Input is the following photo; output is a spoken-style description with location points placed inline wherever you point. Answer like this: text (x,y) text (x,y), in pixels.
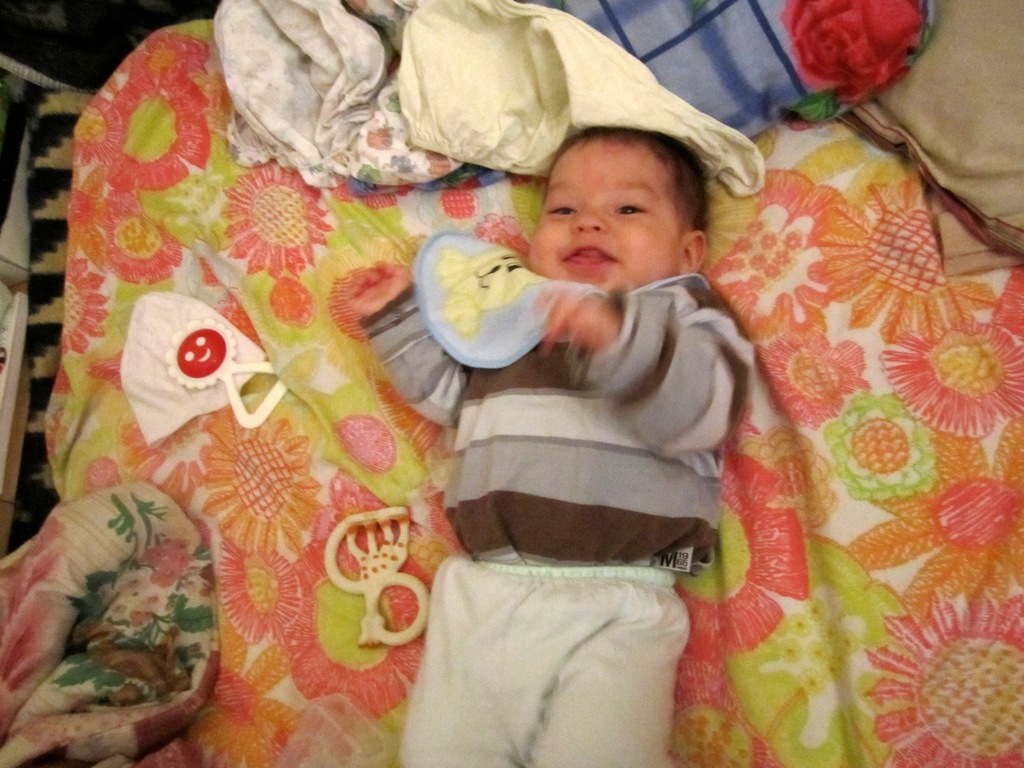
In this image there is a baby (642,446) lying on the bed (970,427). Beside him there are toys (186,356), pillows (918,66) and a few clothes (171,537).
